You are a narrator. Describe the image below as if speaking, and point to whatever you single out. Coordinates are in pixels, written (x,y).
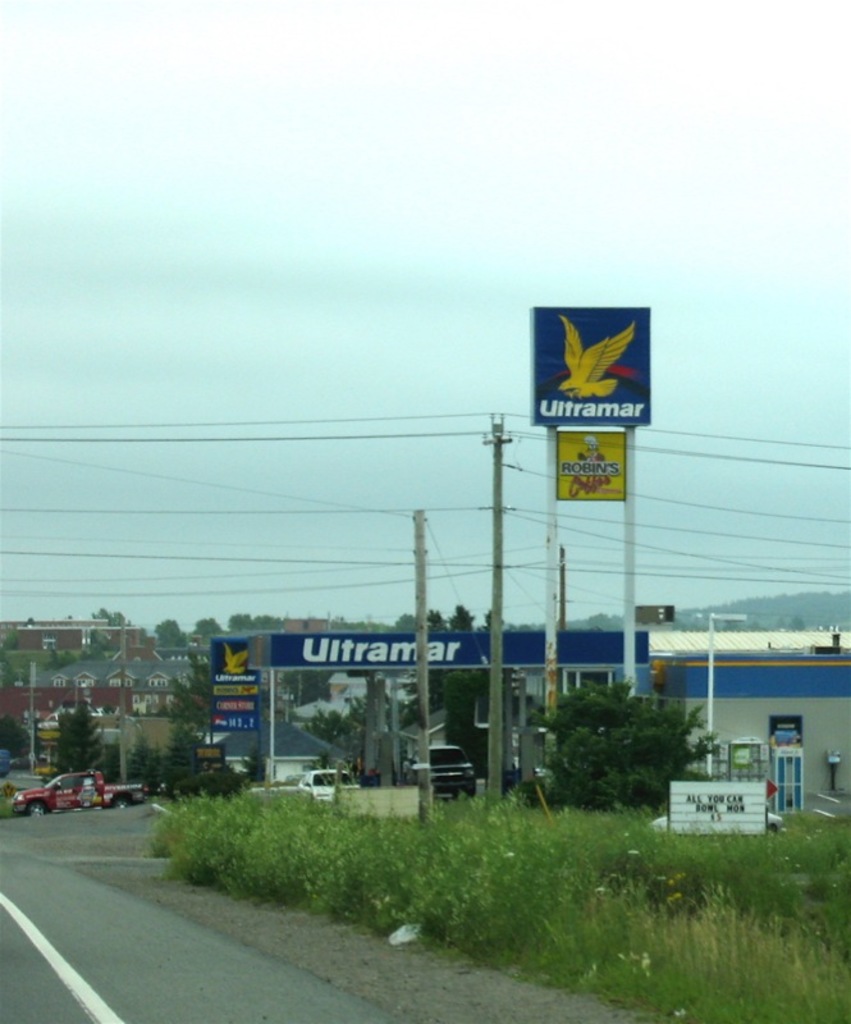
We can see grass (849,1003), plants (530,890), boards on poles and poles (493,650) with wires (459,570). In the background (588,647) we can see boards (388,646), buildings (20,711), trees (847,607) and sky (794,215).
